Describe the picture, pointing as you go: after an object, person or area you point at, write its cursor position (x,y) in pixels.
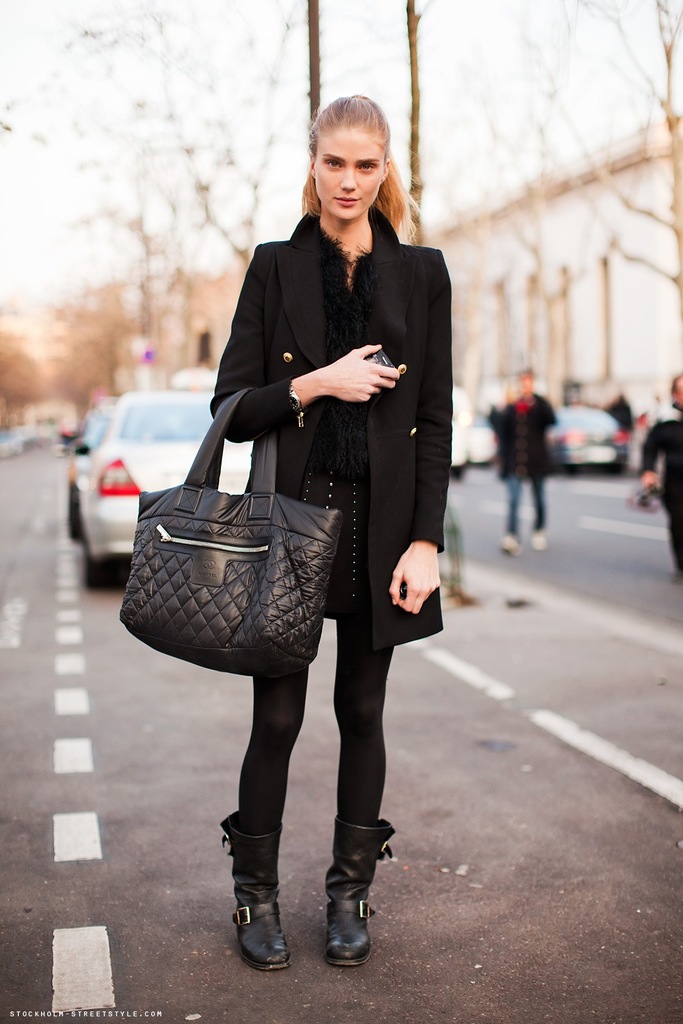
This picture is taken outside, there is a woman (386,298) standing on a road (437,853). She is wearing a black blazer (402,316), black scarf (343,334), black bag (280,539), black trousers (292,743) and black boots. Behind her there are some cars (142,421). In the background (549,230) there are two persons (524,390), building (540,246) and some trees (14,344).
